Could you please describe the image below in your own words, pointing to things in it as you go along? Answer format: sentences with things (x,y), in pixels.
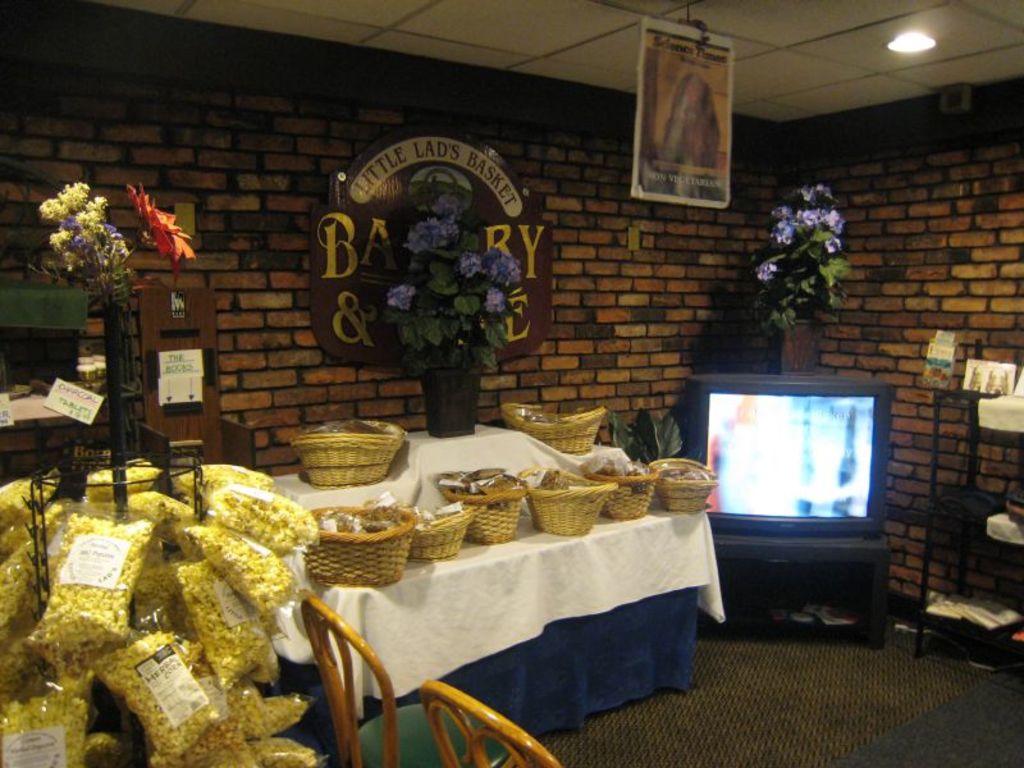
It is a bakery (668,446) there are many baskets (530,490) with some groceries (554,480) are kept on a table (486,447), on the left side (112,590) there are popcorn packets (183,584) and there are three flower vases (780,324) in the room (731,373), on the right side (845,422) there is a television (770,419) and in the background (595,273) there is a brick wall (560,261).
